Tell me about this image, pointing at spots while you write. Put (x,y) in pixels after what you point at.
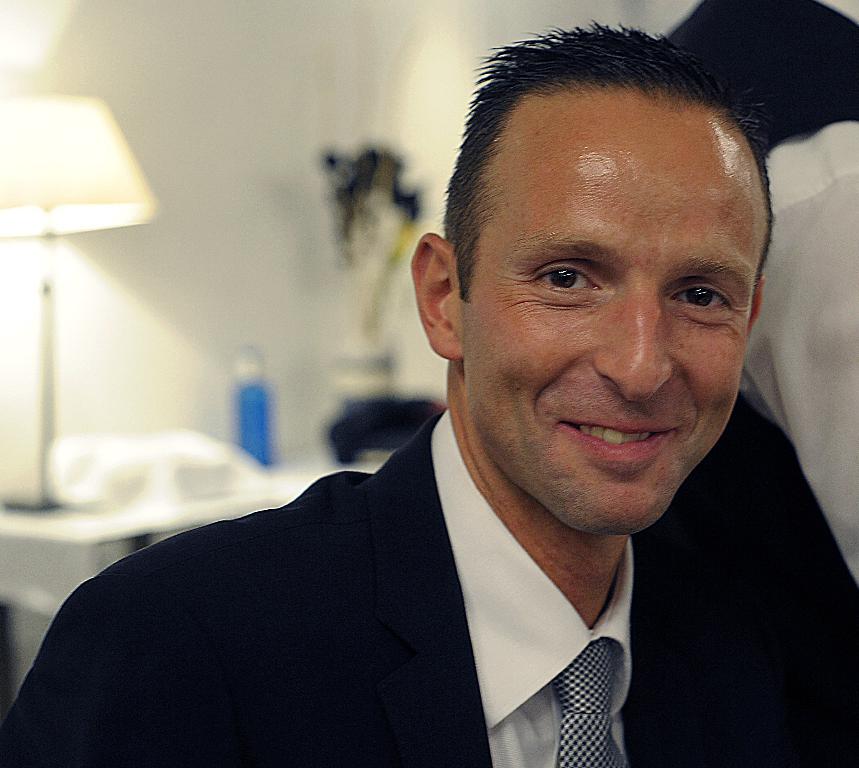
Here I can see a man (518,666) wearing black color suit (347,663), smiling and giving pose for the picture. On the right side (778,185) there is another person (807,231). In the background (243,493) there is a table (106,535) on which a lamp (77,188), bottle (256,364) and some other objects (396,258) are placed. At the back (199,260) there is a wall (199,268).
